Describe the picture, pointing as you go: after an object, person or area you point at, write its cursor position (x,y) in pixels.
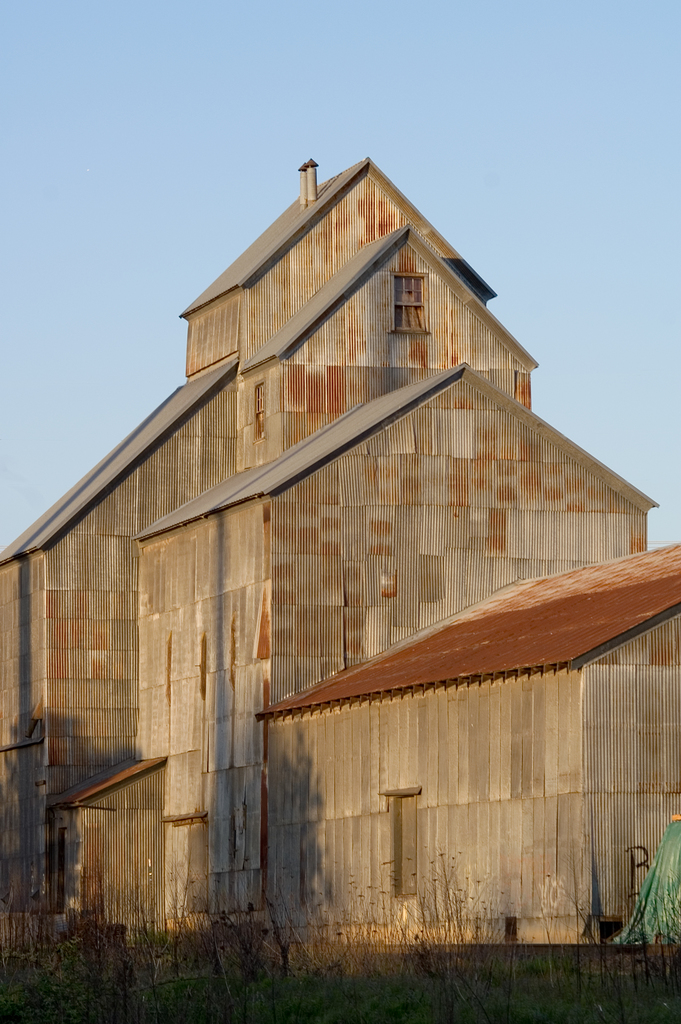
In this image there is a building (333,587). Bottom of the image (551,1021) there are plants (273,973). Right bottom there is an object (653,885). Top of the image (374,111) there is sky (374,111).
